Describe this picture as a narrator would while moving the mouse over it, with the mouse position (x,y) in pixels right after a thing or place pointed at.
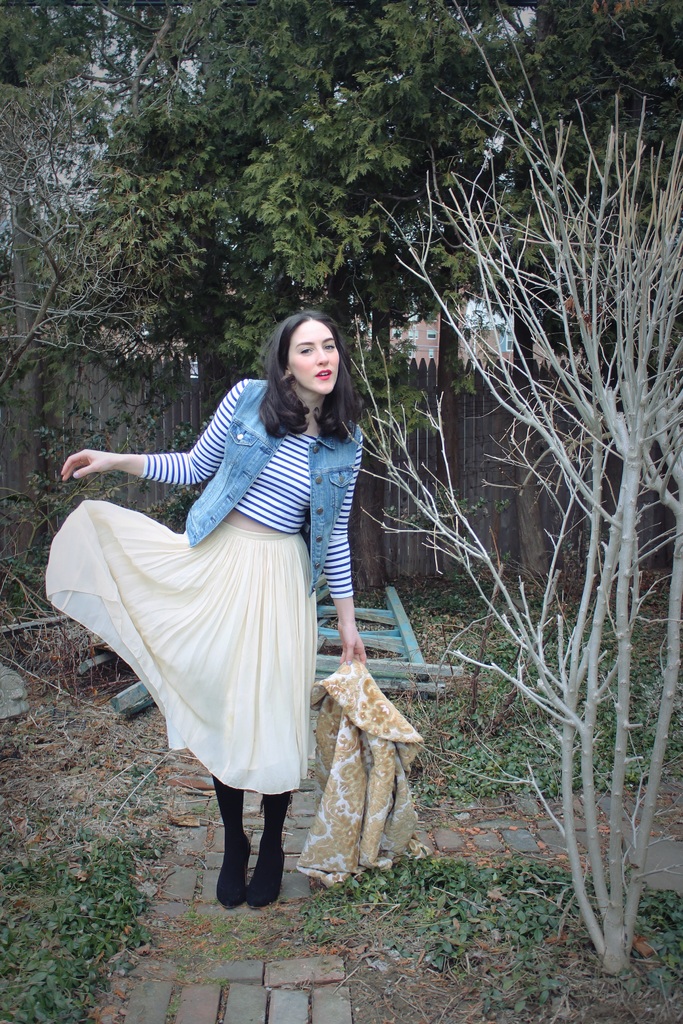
In this picture there is a women (239,737) wearing a blue denim jacket (334,495) and white skirt (221,618) standing in the front (296,629) and giving a pose. On the right side (647,388) there is a dry plant (508,260). Behind there are some trees (286,267).
